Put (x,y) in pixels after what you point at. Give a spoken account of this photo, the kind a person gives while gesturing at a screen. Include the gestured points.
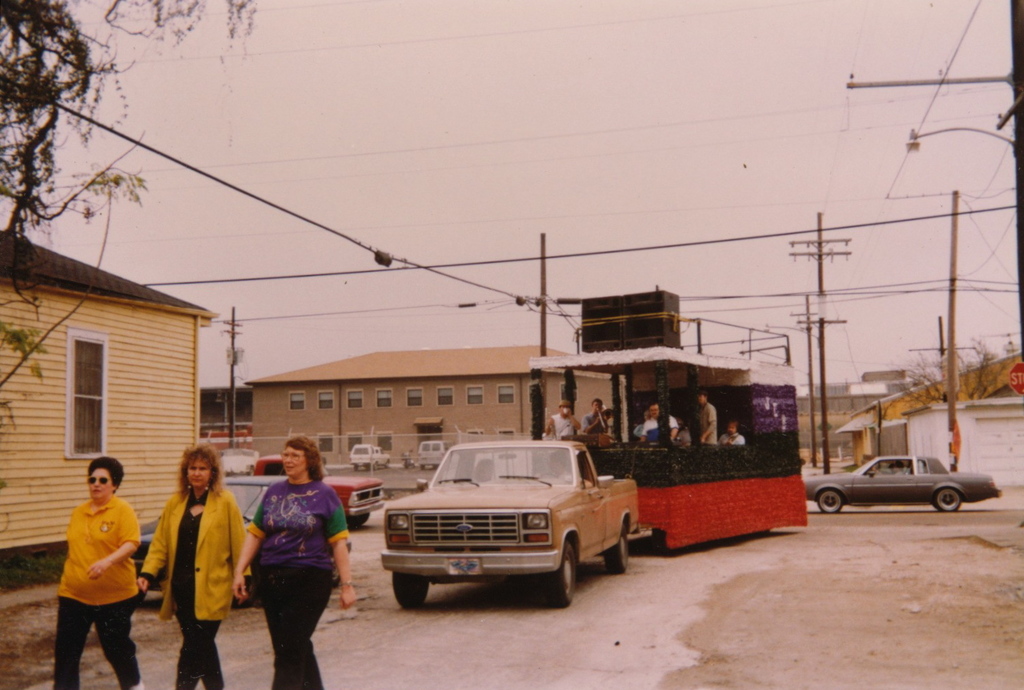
In this image, we can see few houses (977,403), vehicles (535,455), poles (949,429), trees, windows (483,398), walls (174,424). Here we can see three women (184,600) are walking. In the middle of the image (548,441), group of people (654,413) are riding a vehicle (688,497). Top of the image (609,110), we can see few wires (913,196) and sky (553,127).
